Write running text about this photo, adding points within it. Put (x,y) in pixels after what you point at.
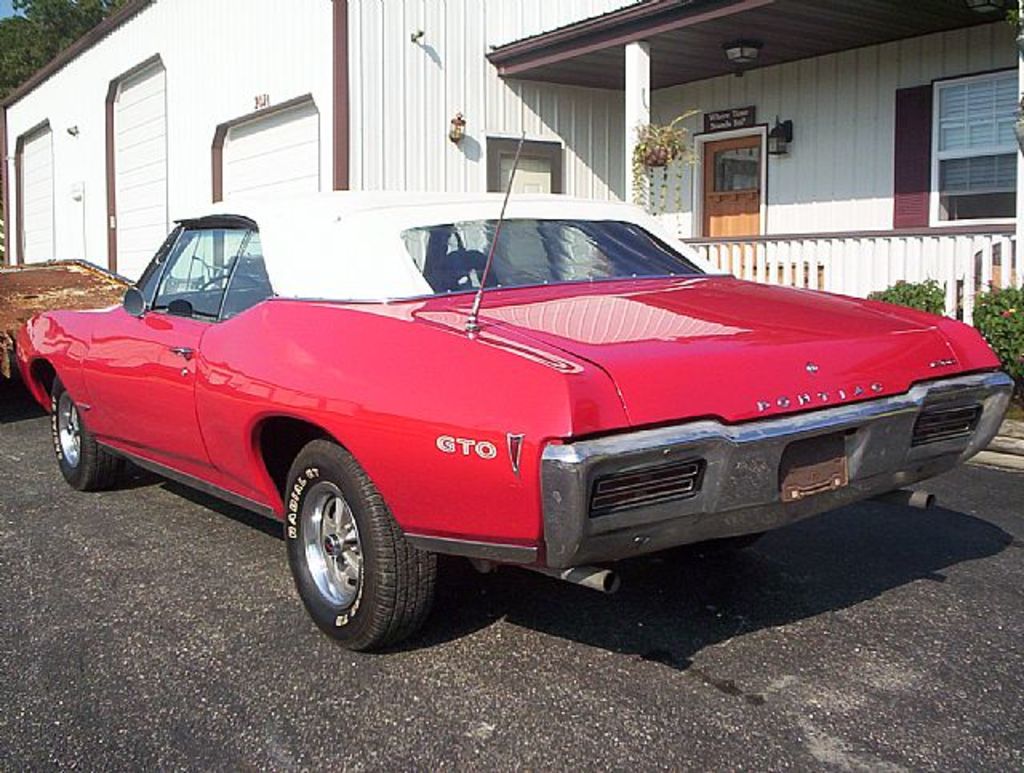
In this picture I can see a vehicle (371,482) on the road (1001,595), there are plants (925,299), a house (952,300), trees (23,24), and there is sky (13,11).
